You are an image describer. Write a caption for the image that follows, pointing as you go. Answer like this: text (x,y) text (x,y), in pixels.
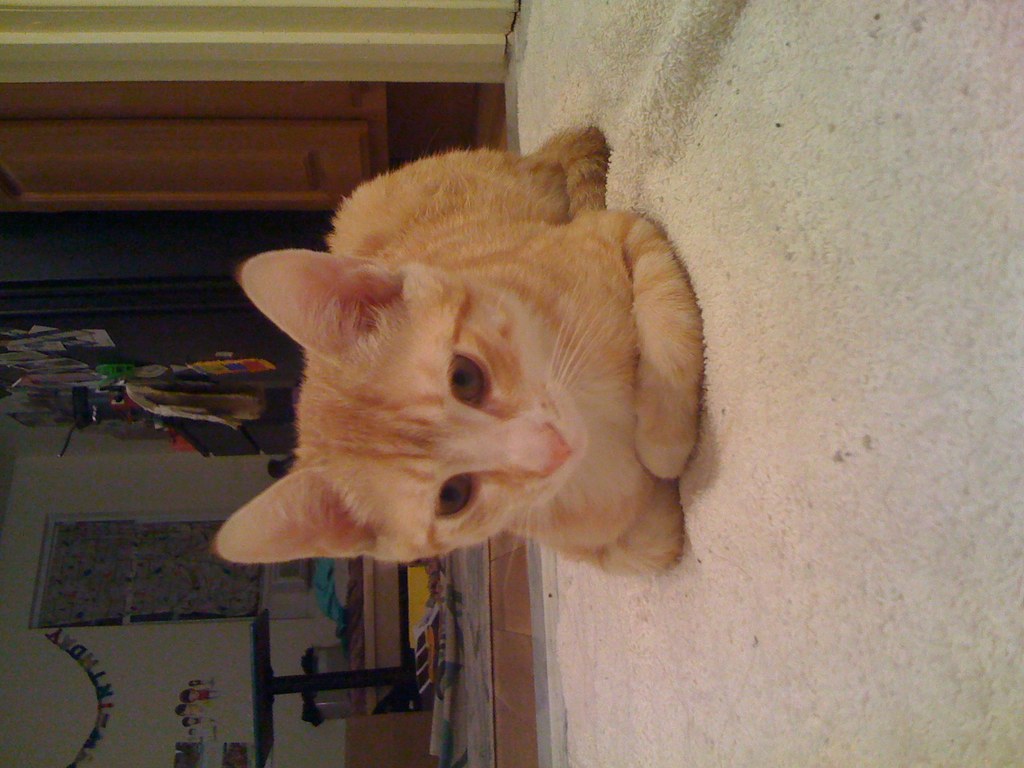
In this picture we can see a cat (485,316) on the cloth (913,367). On the left side of the image (72,438), there is a table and some objects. On the wall (158,699), there are some decorative items (95,682).
